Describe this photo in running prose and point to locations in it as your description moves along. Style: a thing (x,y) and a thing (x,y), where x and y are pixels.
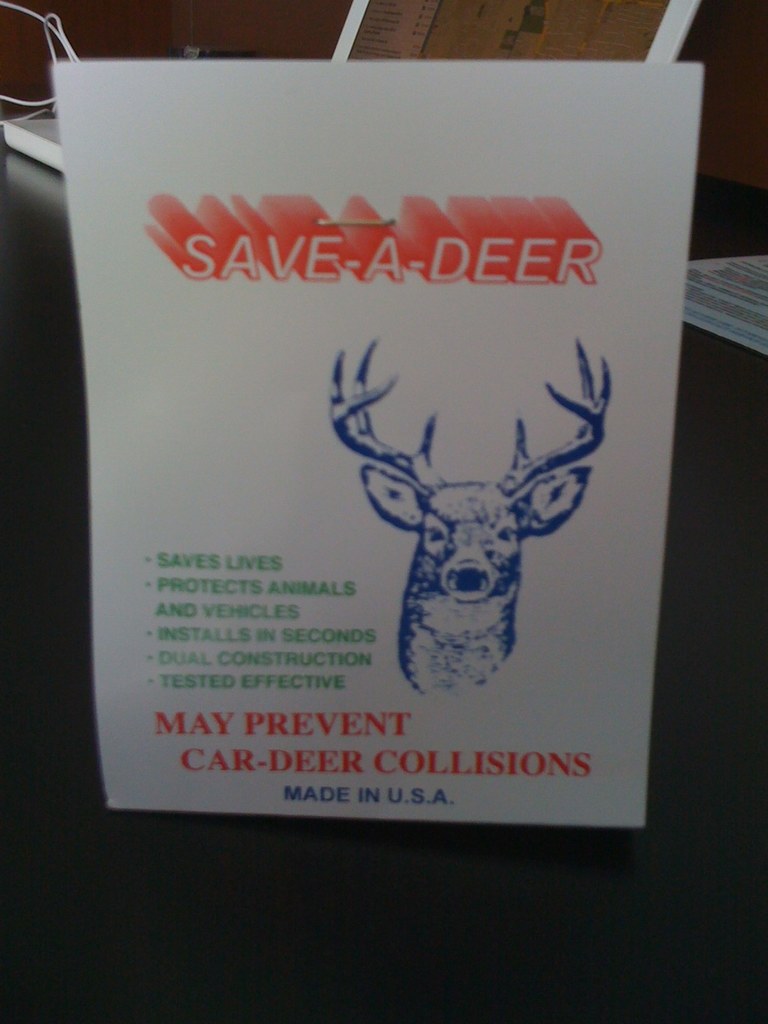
In the center of the image (297,476) we can see paper (269,733) placed on the table (349,875).
